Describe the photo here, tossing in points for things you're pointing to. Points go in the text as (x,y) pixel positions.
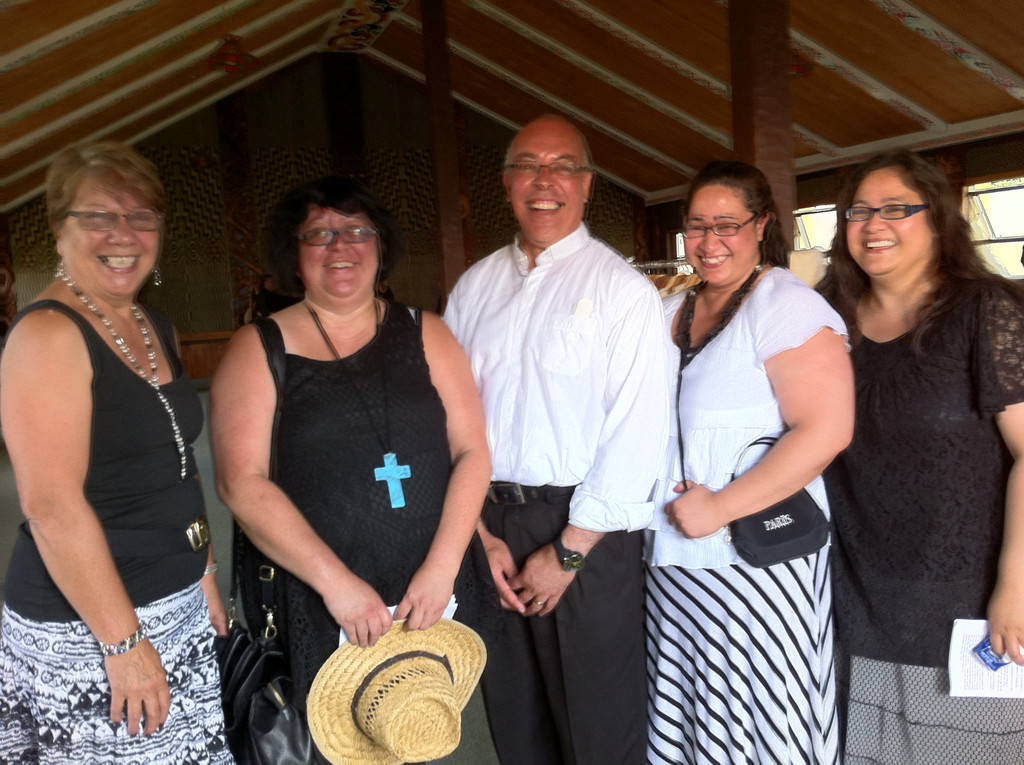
This picture is clicked under the roof (161,76). In the foreground (55,388) we can see the group of persons (729,307) smiling and standing. In the background (258,224) we can see the metal rods (678,60) and some other objects (810,210) and we can see the hat (392,652), sling bag (245,662) and a paper (976,675).
